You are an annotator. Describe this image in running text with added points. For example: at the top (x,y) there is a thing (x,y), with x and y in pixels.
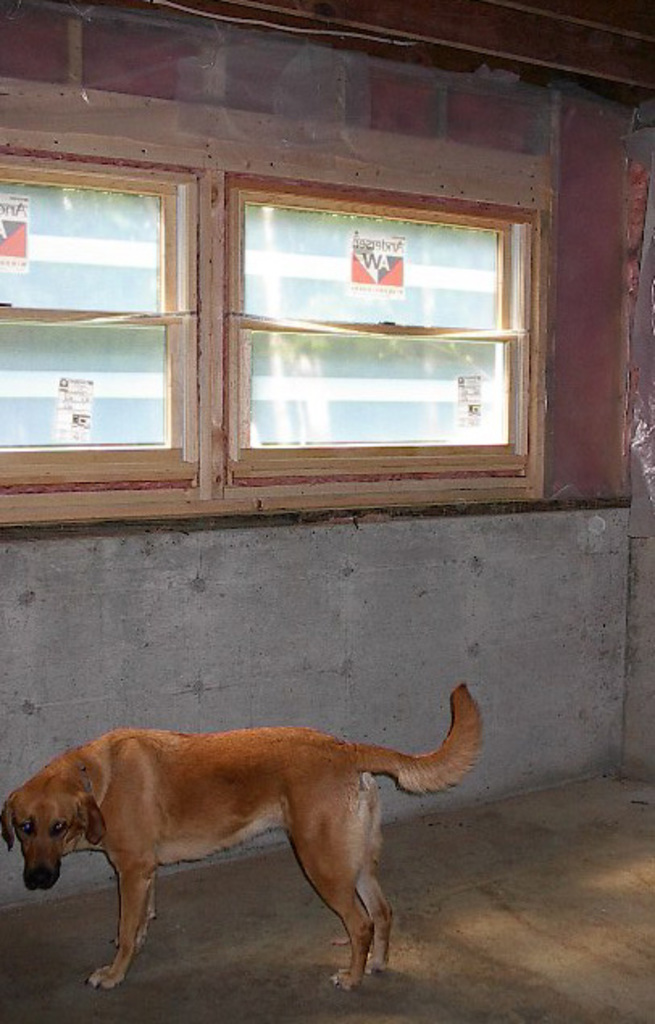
In this image, we can see a dog (213,830) in front of the wall (175,685). There is a window (251,422) in the middle of the image (391,372).
